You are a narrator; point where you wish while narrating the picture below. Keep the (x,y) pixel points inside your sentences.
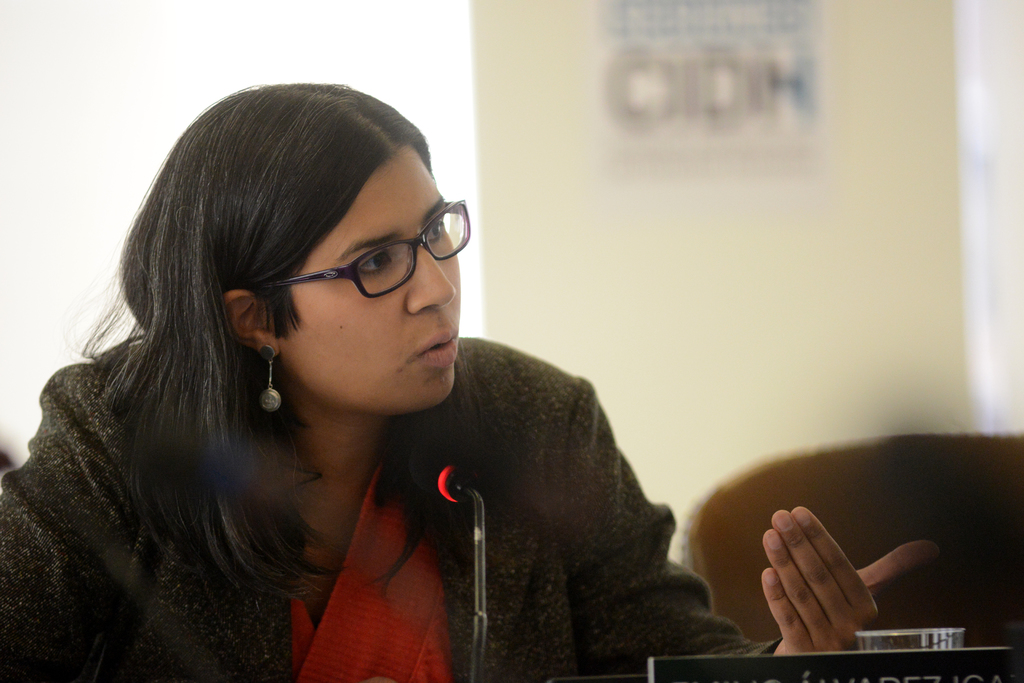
In this image we can see a woman (441,418) and there is a microphone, glass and a name board (832,673) at the bottom (885,681). In the background (90,169) the image is blur but we can see object (639,152) on the wall (674,289), window (217,51) and other objects (974,544).
